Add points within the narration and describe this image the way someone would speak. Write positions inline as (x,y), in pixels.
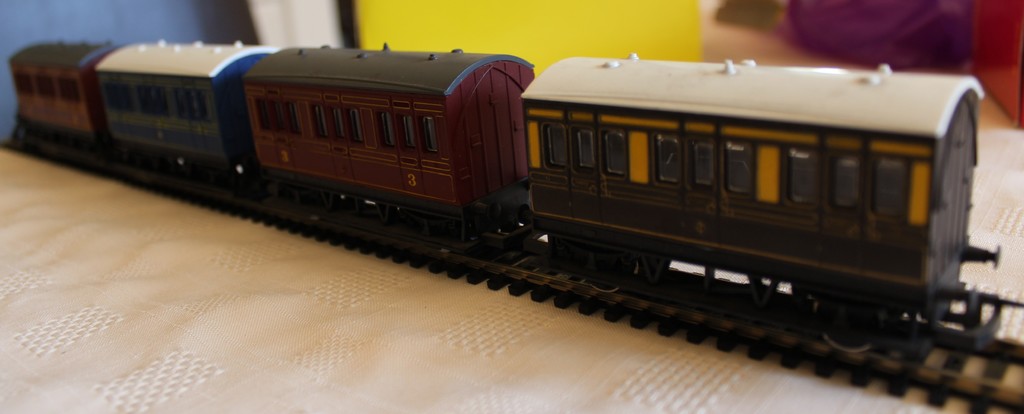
In this image, there is a toy train (300,118) on the track (510,254) which is on the cloth (259,363).
